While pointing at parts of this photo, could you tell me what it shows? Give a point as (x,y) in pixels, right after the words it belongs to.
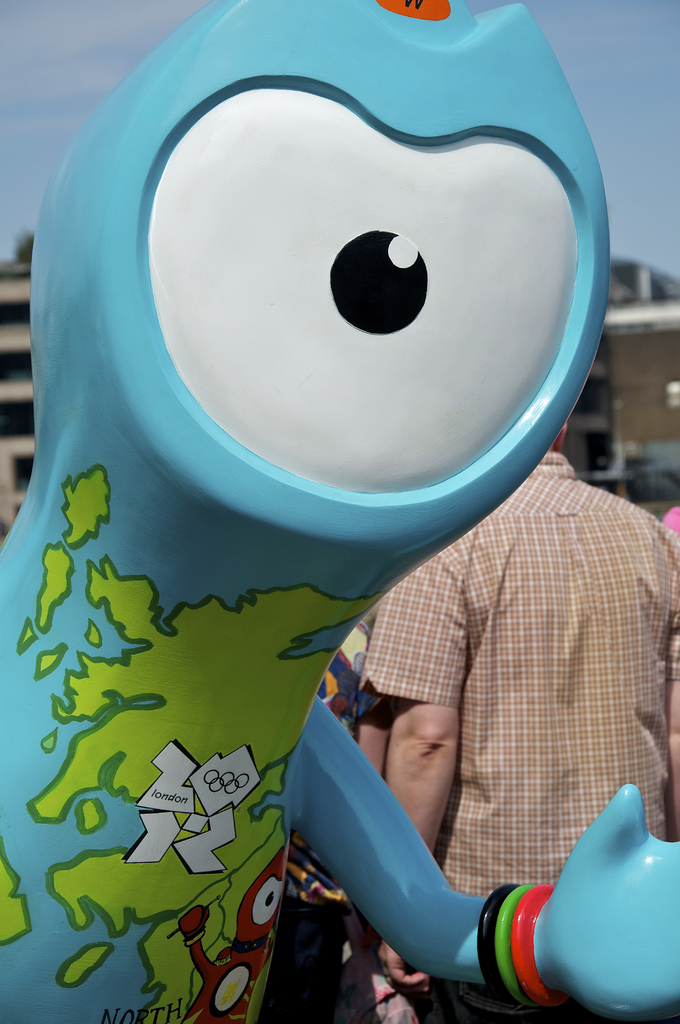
In the picture we can see a doll (299,794) with one eye (211,133) and the doll (453,909) is blue in color and with some green color designs (204,944) on it and behind it we can see a person (517,777) standing.
